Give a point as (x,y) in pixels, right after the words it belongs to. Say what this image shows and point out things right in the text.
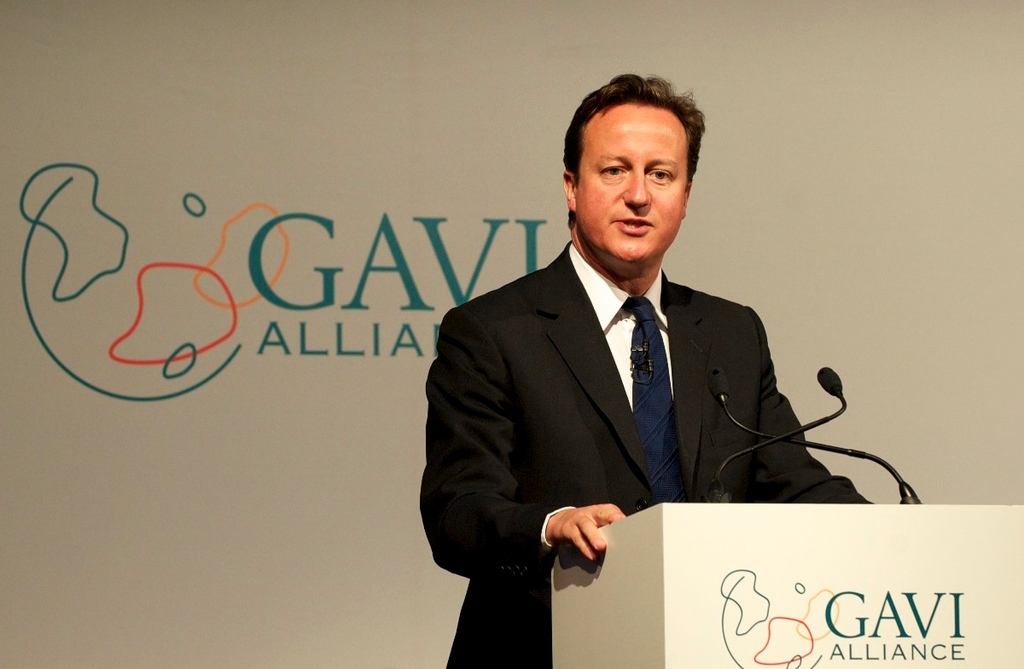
In the picture I can see a man (614,391) is standing in front of a podium (774,556). On the podium (815,514) I can see microphones (830,451). The man (615,416) is wearing suit (605,398), and tie (641,389) and a white color shirt (626,346). In the background (319,261) I can see something written on the wall (300,269).
